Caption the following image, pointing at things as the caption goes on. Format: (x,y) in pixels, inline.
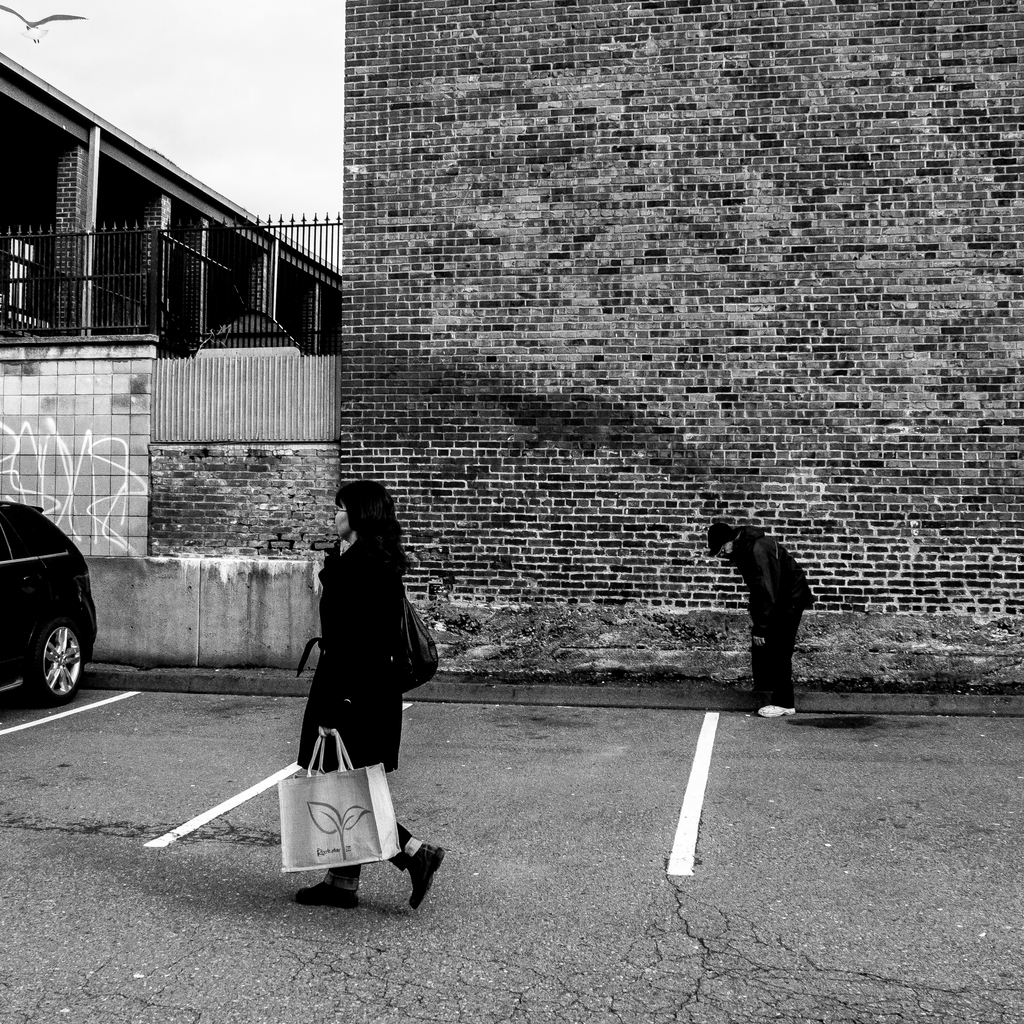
Here a woman (417,845) is walking on the street (412,733) at the right side (786,283) there is a brick wall (547,487) on the left side (54,605) there is a vehicle (15,605) parked at here.
